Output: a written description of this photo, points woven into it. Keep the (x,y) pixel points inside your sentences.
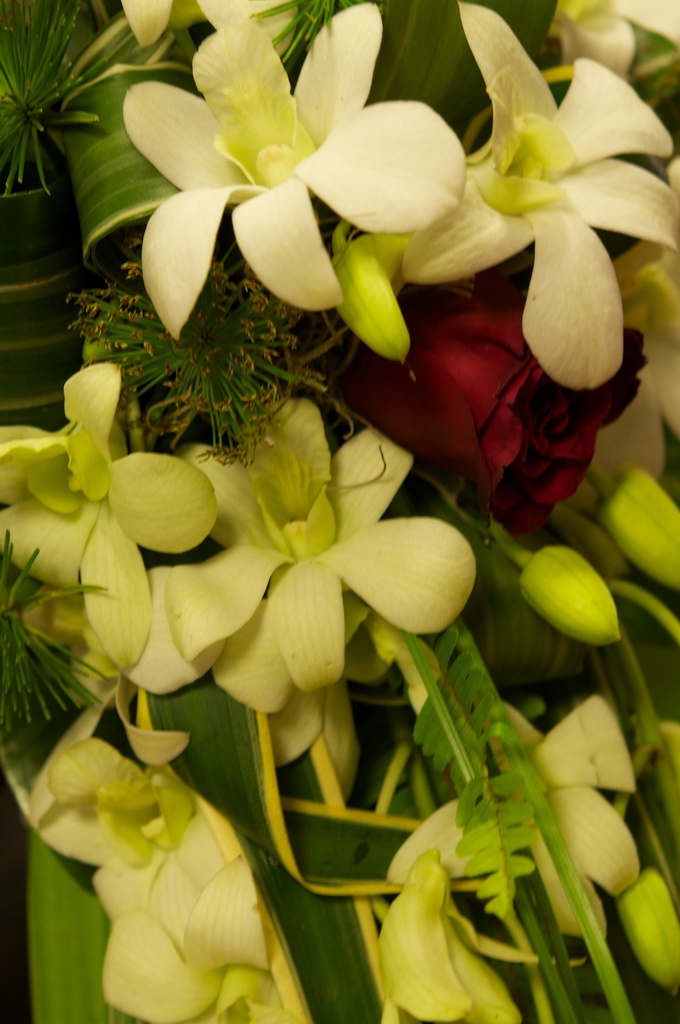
In this picture I can see flowers (385,529) and few leaves (6,213).
